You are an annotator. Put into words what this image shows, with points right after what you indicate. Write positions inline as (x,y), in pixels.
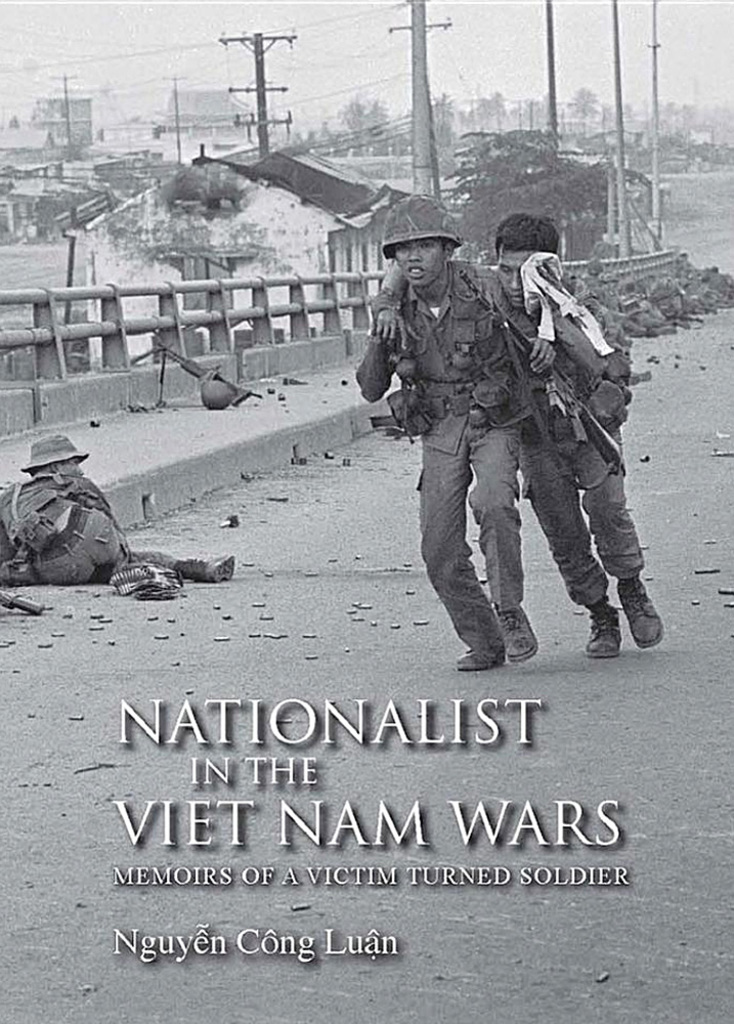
In this image there are three persons (454,550), there is the road (253,551), there is text (339,822) on the image, there is an object (32,614) truncated towards the left of the image (42,608), there are objects (219,385) on the ground (289,426), there is a house (248,236), there are buildings (221,121), there are trees (502,126), there are poles (550,36), there are wires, there is the sky (398,33).
